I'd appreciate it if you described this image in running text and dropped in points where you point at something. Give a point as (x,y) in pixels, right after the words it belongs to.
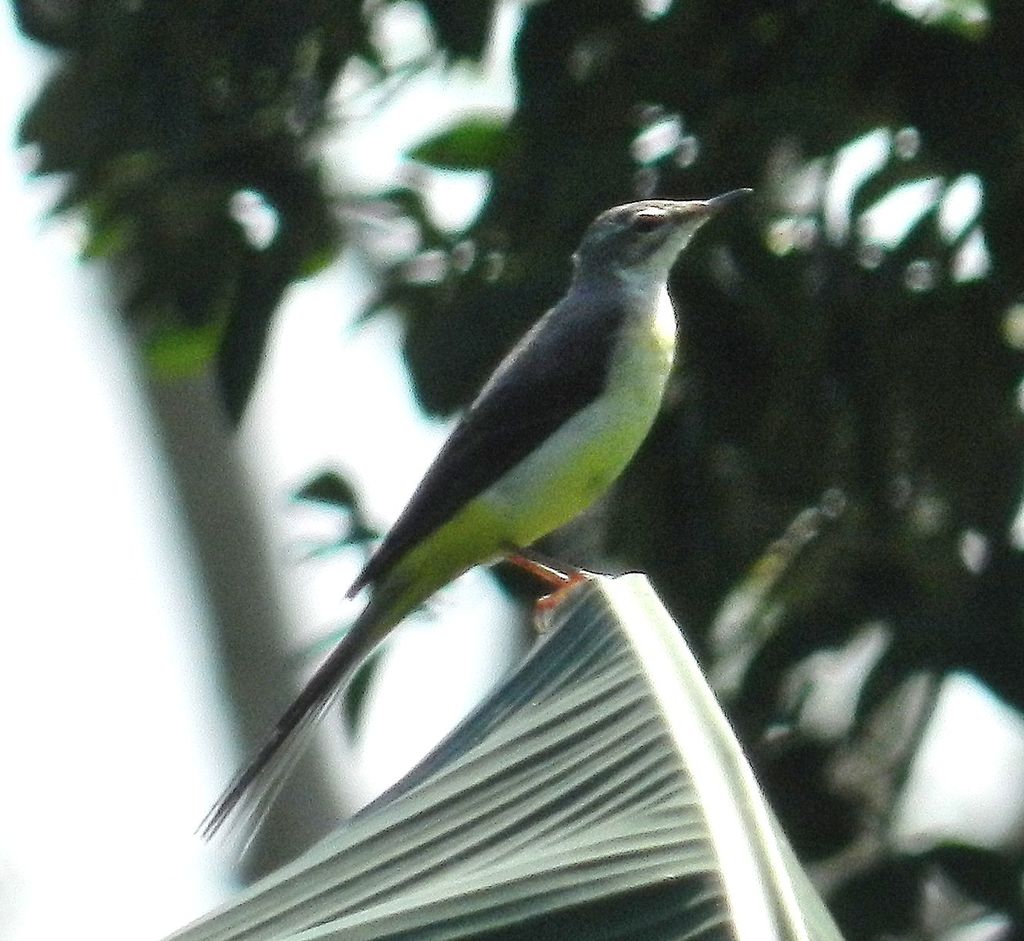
In this image, I can see a bird (609,460) on a leaf (587,746). In the background (249,455), I can see a tree (521,86), which is blurred.
